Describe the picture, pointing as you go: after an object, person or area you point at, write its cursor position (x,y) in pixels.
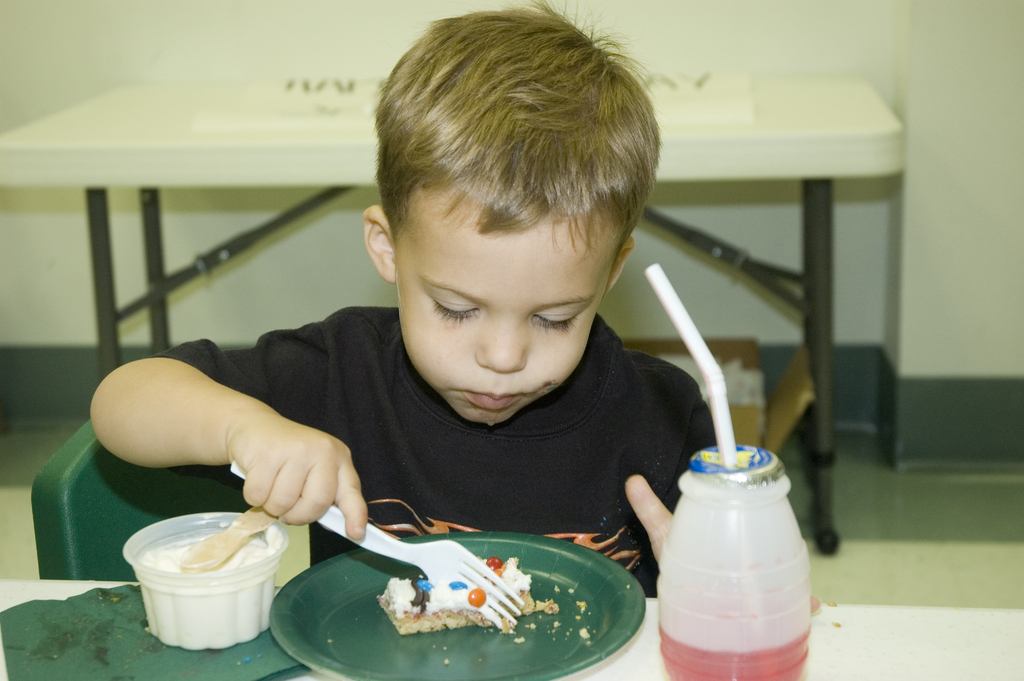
In this image we can see a boy (461,335). A boy (472,322) is having some food (443,615). There are some food products (750,573) are placed on the table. There is a table (201,132) behind a person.
